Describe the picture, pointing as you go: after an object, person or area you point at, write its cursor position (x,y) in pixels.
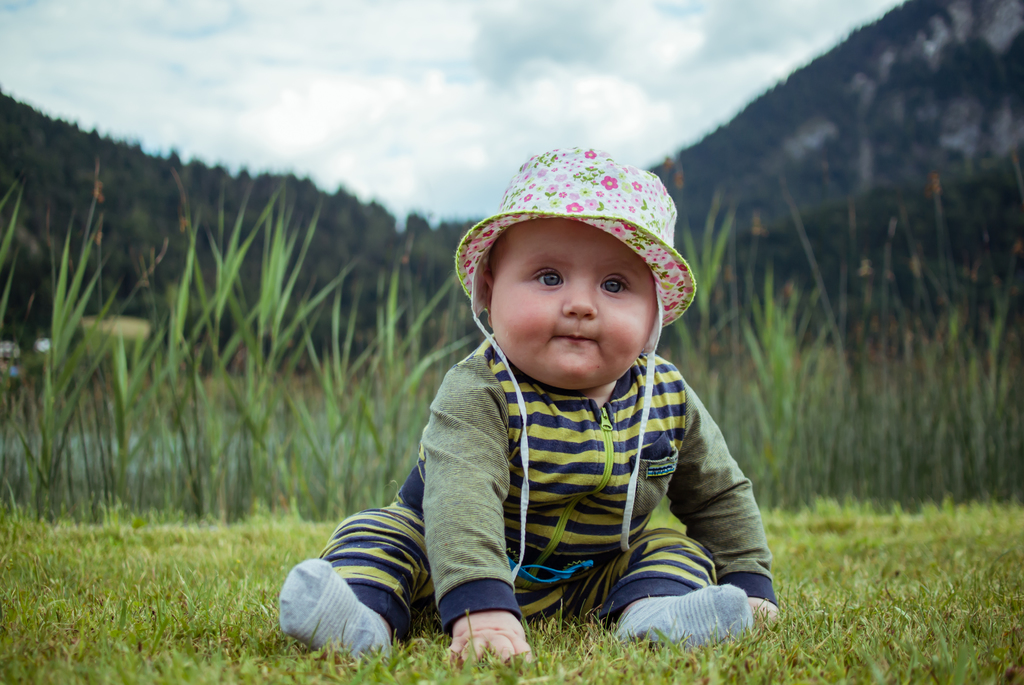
In this picture we can see a baby (517,354) wore a cap (500,216), socks (324,618), sitting on the grass (757,678) and in the background (241,453) we can see plants (897,383), mountains (881,99) and the sky (382,62) with clouds (254,78).
